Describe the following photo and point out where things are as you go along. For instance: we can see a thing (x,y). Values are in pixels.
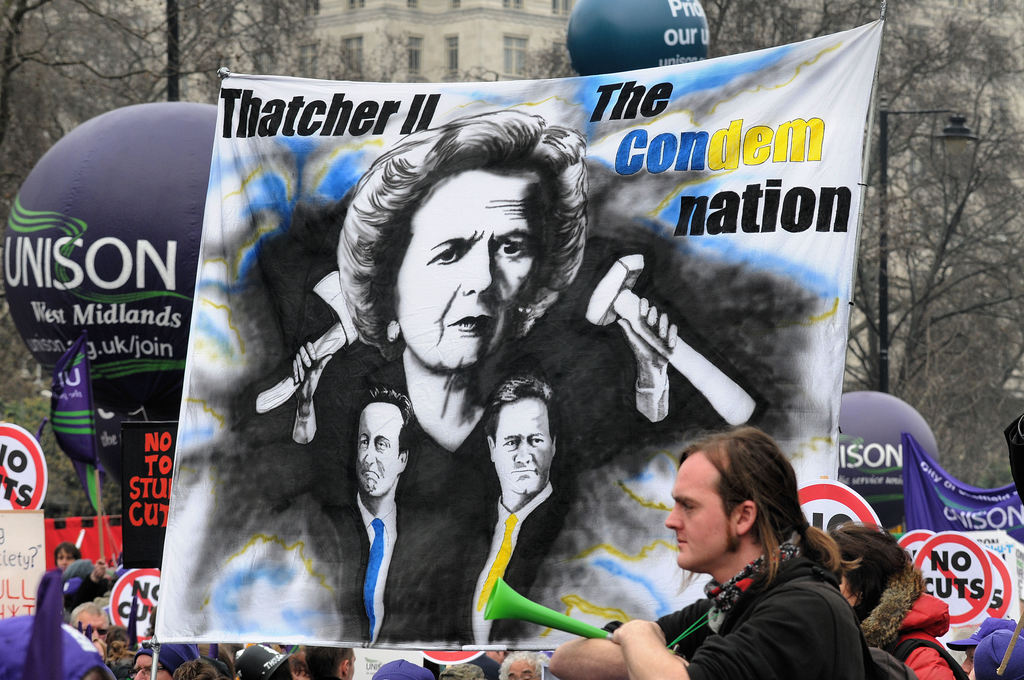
This is an outside view. At the bottom of this image (308,665) I can see a crowd (96,643) of people (828,568) and there are some boards (147,505) on which I can see the text (943,563). In the middle of the image (624,429) there is a banner (579,272) on which I can see few images (432,426) of persons (530,488), tools (591,310) and the text (681,145). In the background (56,215) there are balloons (112,232) and trees (943,198). At the top of the image (432,47) there is a building (454,58).
